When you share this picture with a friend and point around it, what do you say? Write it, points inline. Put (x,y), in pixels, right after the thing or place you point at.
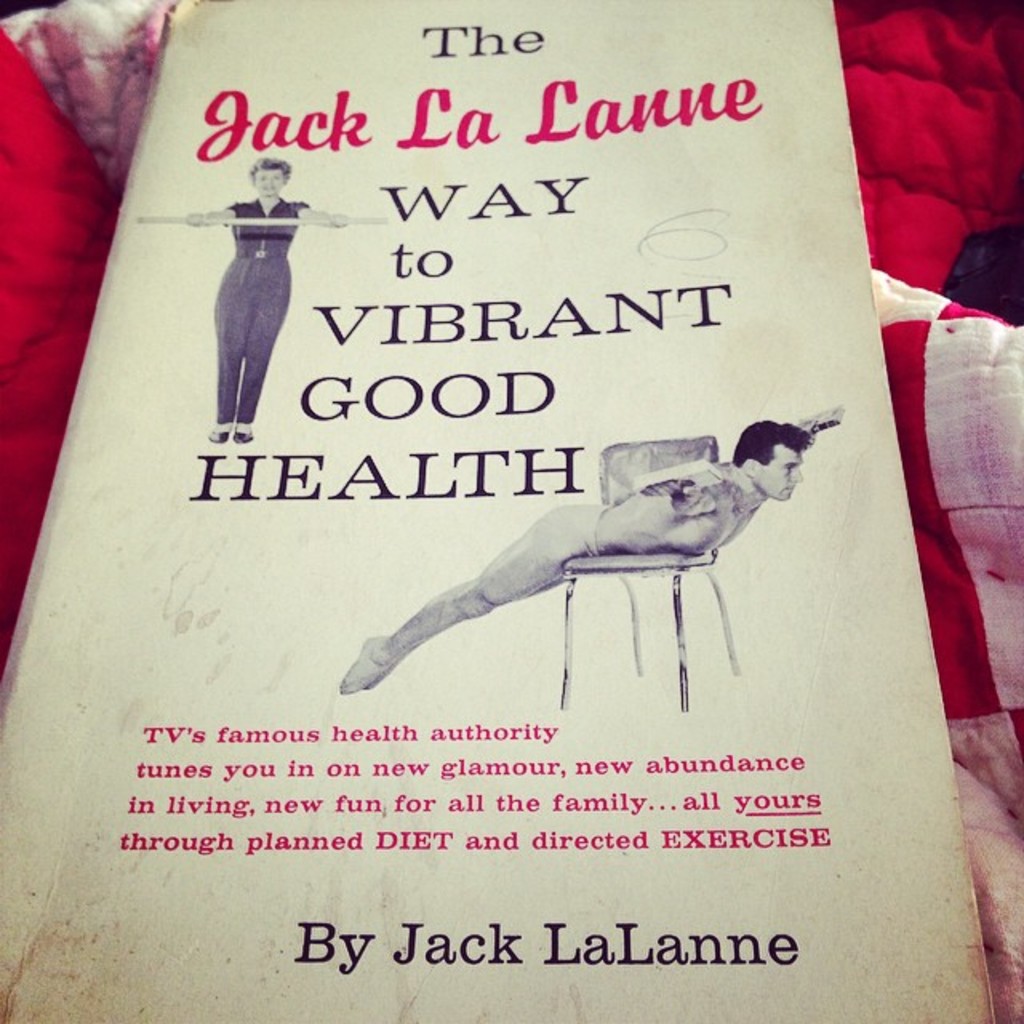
In this image there is a book (465,195) on that book (462,123) there is some text (433,732) and pictures (231,370) below that book (215,361) there are blankets (954,146).
